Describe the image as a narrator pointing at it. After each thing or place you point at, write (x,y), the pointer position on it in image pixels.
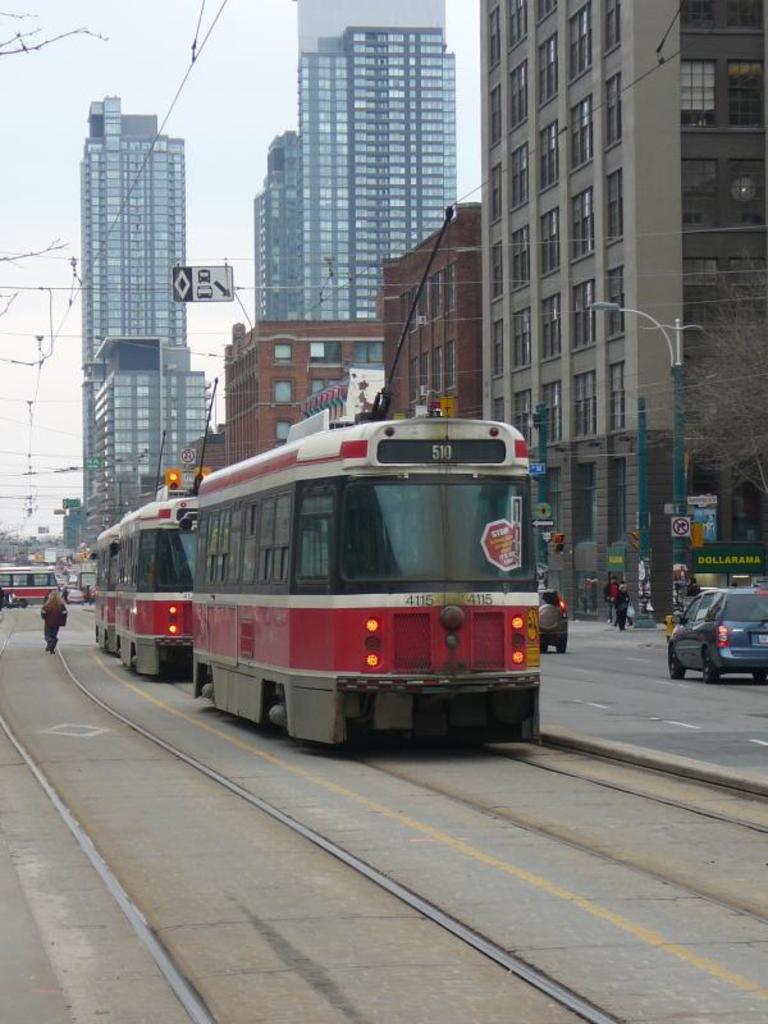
In this image we can see trams (131,614) on the road (93,607). Background of the image (719,323), buildings (549,364) are there. Right side of the image (709,607) cars (709,607) are moving on the road (657,679). We can see wires (87,336) attached to the tram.
